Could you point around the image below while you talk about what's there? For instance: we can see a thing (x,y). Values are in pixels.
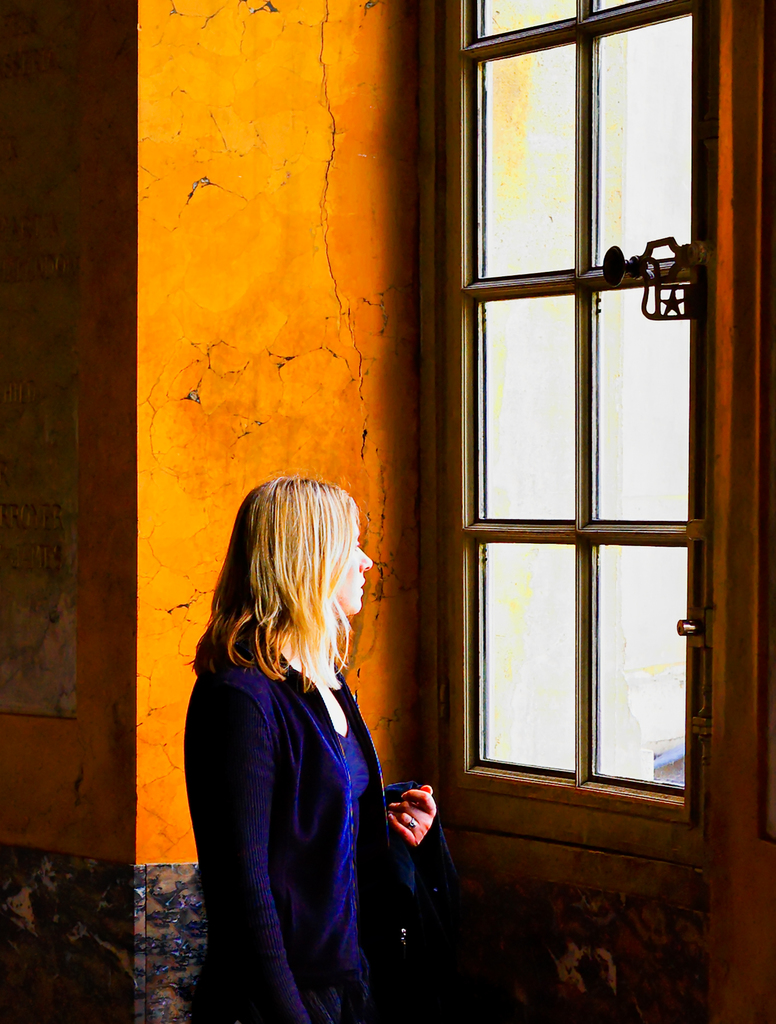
In the center of the image (351,555) a lady (359,815) is standing. In the background of the image (592,466) we can see wall (332,363), window (566,314), handle (689,248), glass (605,360).
